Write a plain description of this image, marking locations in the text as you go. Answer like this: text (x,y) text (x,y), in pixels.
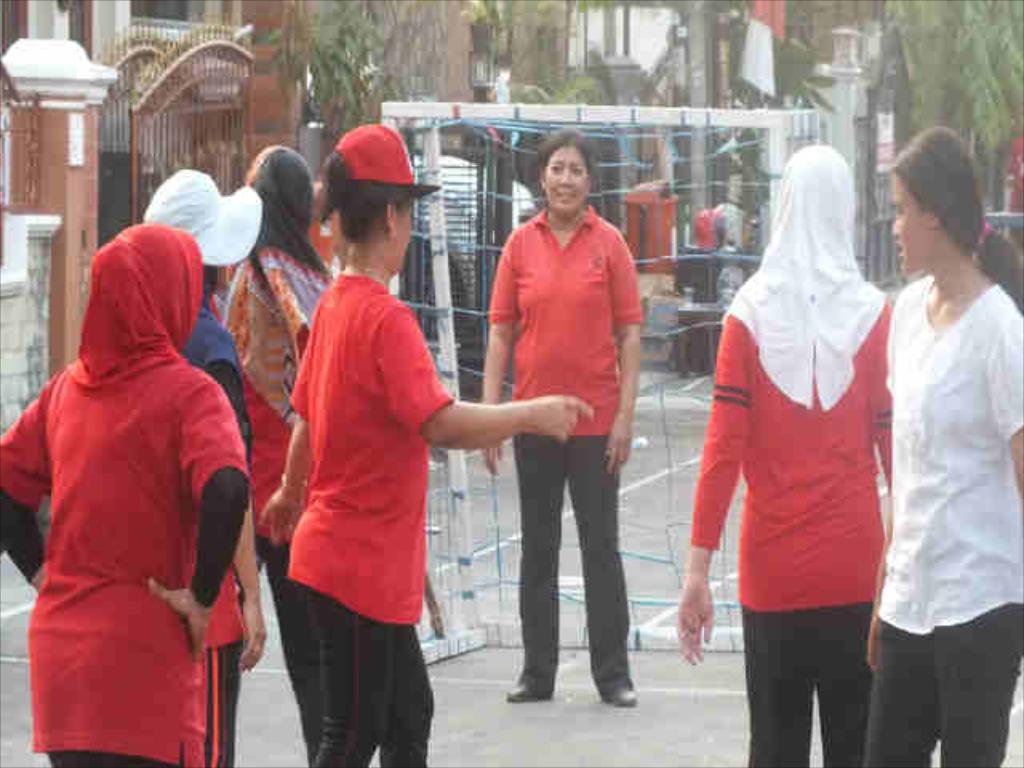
As we can see in the image there are few people (594,589) here and there, trees (959,91), gates (179,126) and there are buildings (464,11).
